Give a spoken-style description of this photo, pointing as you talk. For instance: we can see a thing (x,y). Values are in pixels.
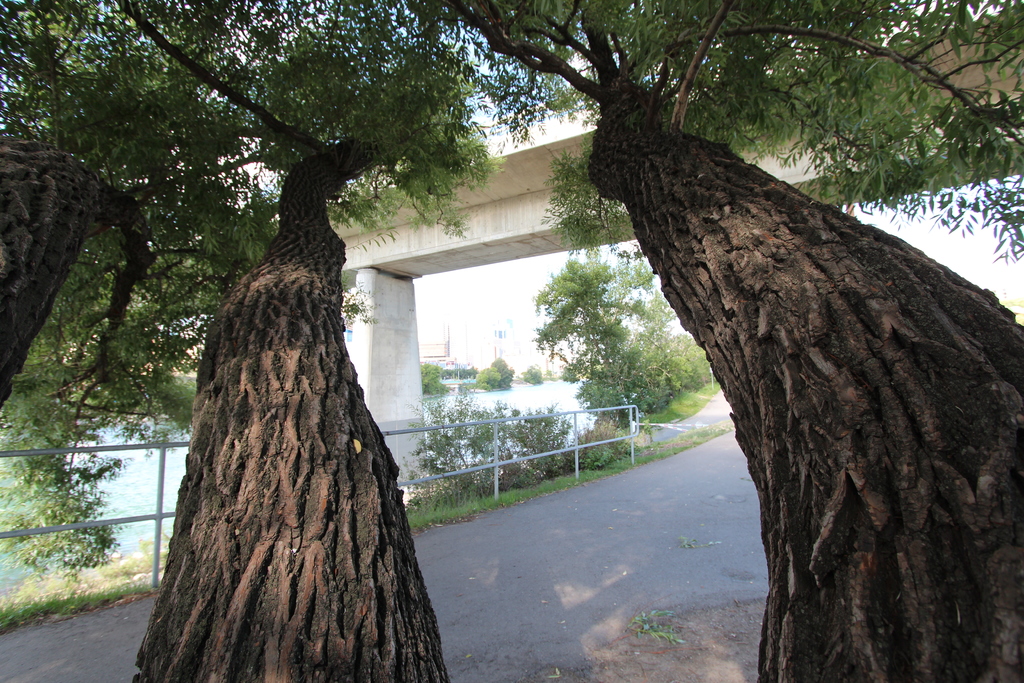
In this image we can see a bridge (438,260), water (136,540), the pathway (490,549), a metal fence (120,518), grass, plants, a group of trees (926,469) and the sky (502,313).
